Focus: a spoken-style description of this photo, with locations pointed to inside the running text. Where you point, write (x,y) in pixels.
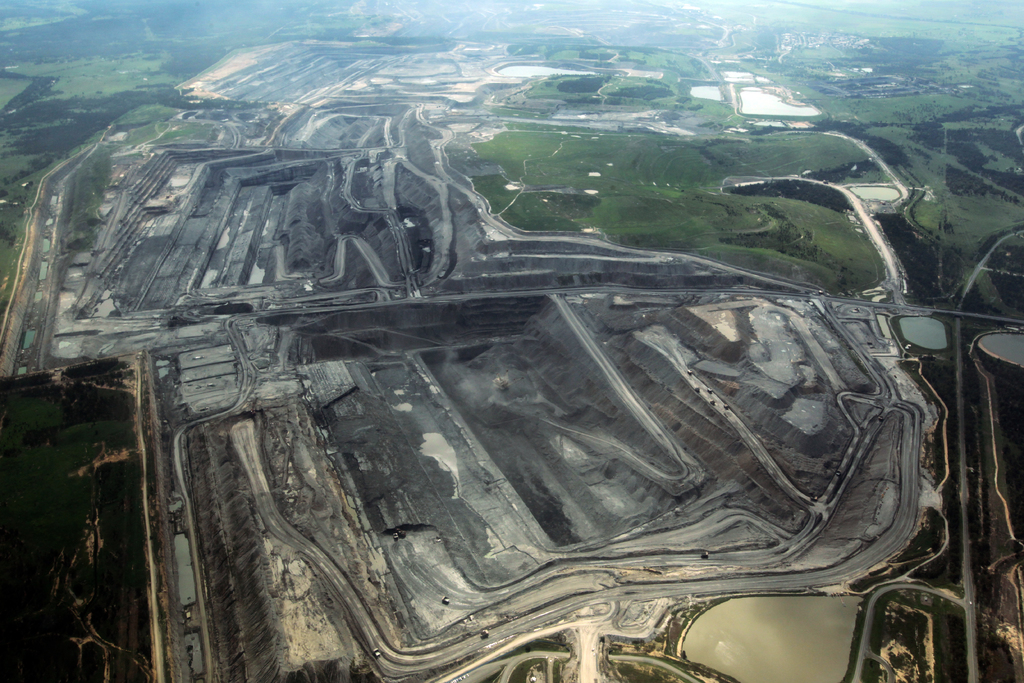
This is the aerial view, where we can see coal mines (400,309), path (252,456), greenery (641,177) and the water (765,111).
